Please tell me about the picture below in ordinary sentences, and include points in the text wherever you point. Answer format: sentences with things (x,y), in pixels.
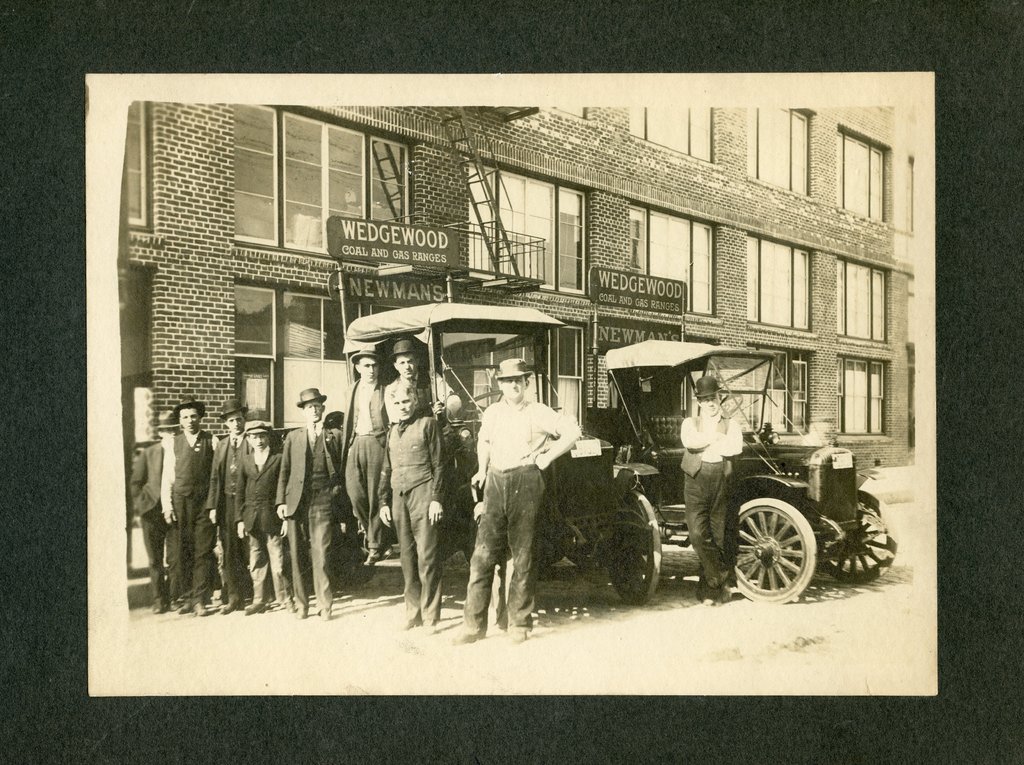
The two persons (517,464) wearing white shirts (513,461) are standing near two vehicles (614,444) and there are group of persons (326,466) standing beside them and there is a building (309,318) in the background (336,171) where there is wedge wood (389,227) written on it.
